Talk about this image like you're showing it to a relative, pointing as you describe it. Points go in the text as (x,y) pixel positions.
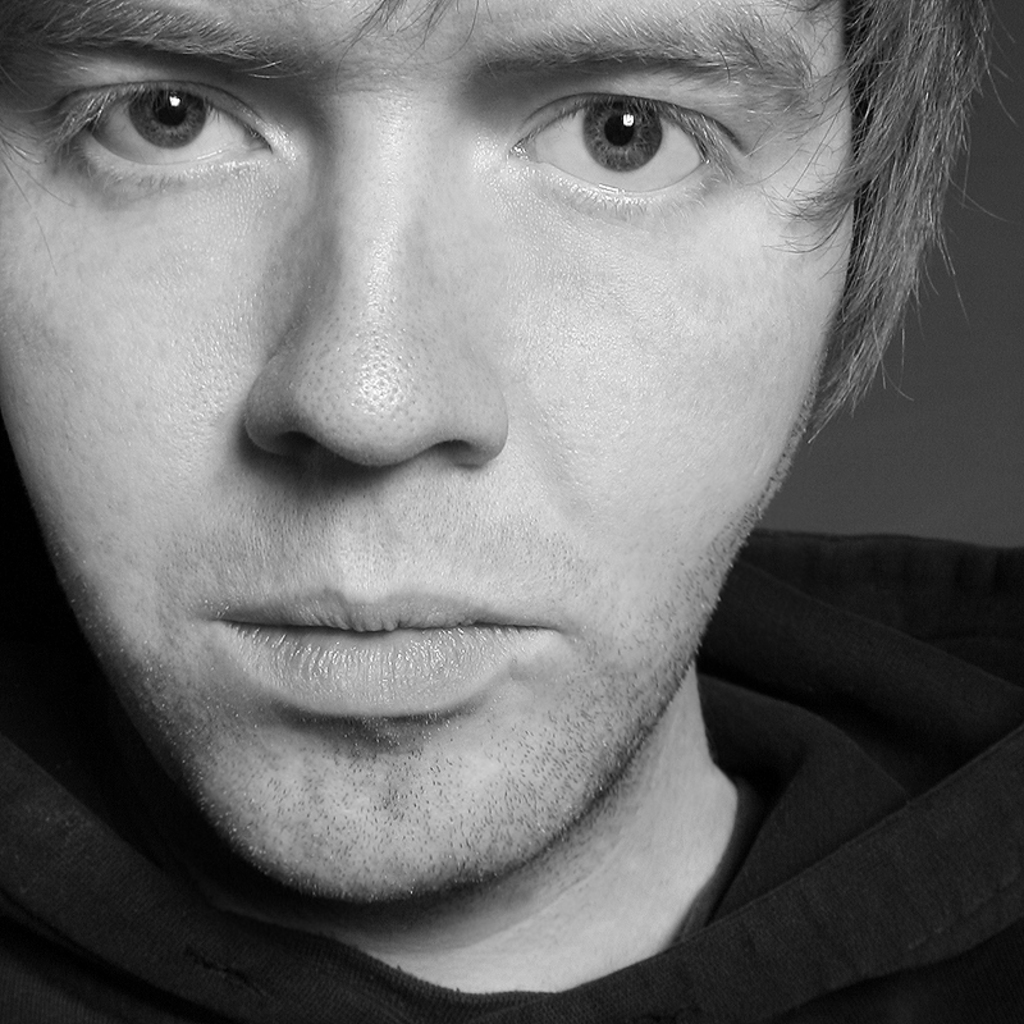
This is a black and white image. Here I can see a person (370,583) looking at the picture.
